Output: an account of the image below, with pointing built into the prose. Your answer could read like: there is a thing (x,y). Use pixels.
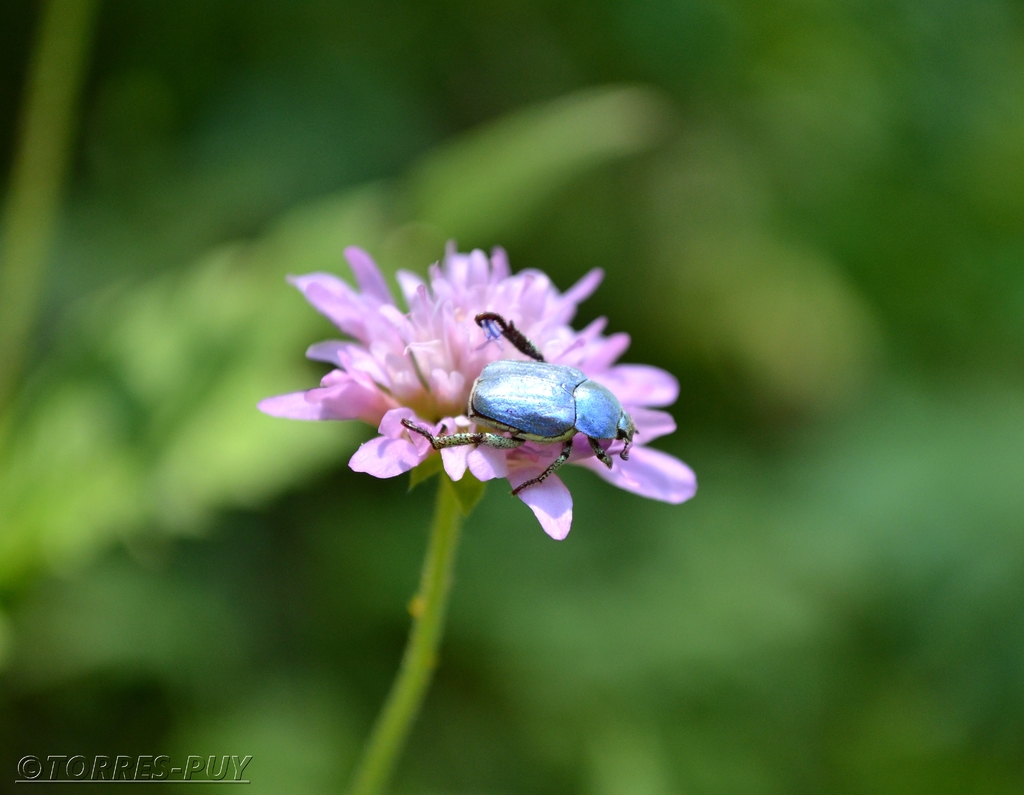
In this image, we can see a bug (600,419) on the flower (572,351) which is on the blur background. There is a watermark (181,769) in the bottom left of the image (79,762).
